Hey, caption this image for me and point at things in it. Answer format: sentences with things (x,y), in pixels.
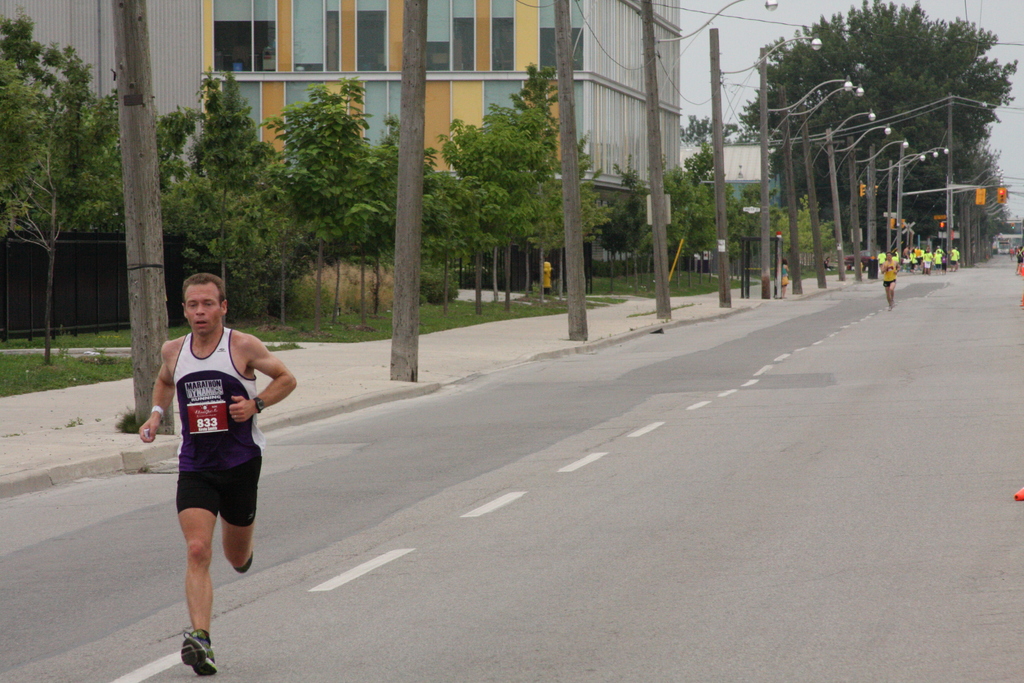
This picture shows a man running on the road (545,534) and we see few people (956,249) running on the back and we see trees (46,169) and buildings (724,148) and poles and pole lights (718,172) on the sidewalk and a cloudy Sky (1004,6).
